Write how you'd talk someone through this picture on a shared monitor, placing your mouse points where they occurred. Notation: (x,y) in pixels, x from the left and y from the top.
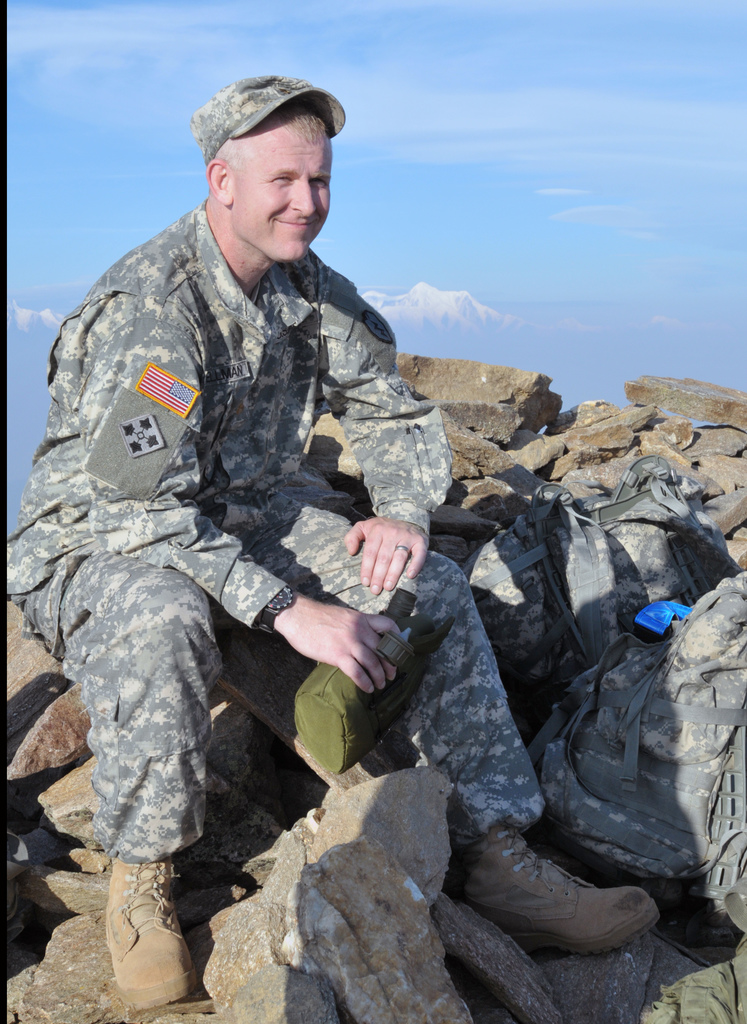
In the center of the image (360,419) we can see one person (308,527) is sitting and he is holding one object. And we can see he is smiling and he is wearing a cap (238,109). And we can see he is in different costume (203,381). In the background (542,120) we can see the sky (625,135), clouds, stones (730,522), backpacks (678,585) and a few other objects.
